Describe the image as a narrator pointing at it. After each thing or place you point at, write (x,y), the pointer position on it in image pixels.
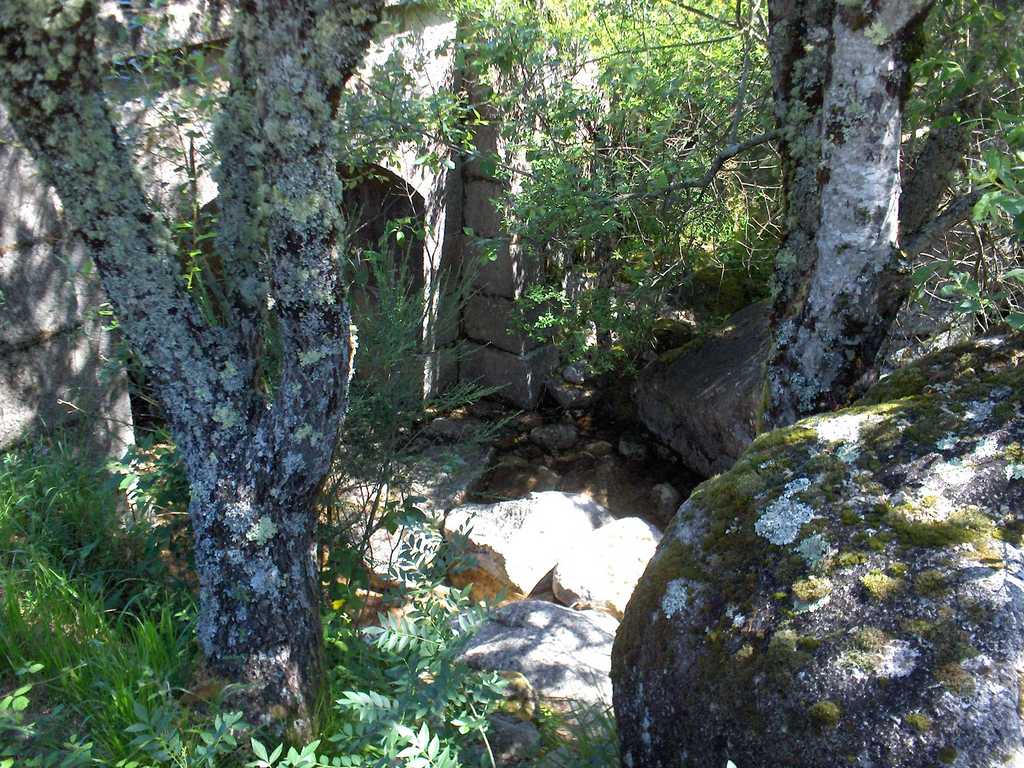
In this image we can see a bark (281,509) of a tree (281,440), plants (223,731), grass (170,679), stones (783,672), trees (642,281) and a wall (98,319).
